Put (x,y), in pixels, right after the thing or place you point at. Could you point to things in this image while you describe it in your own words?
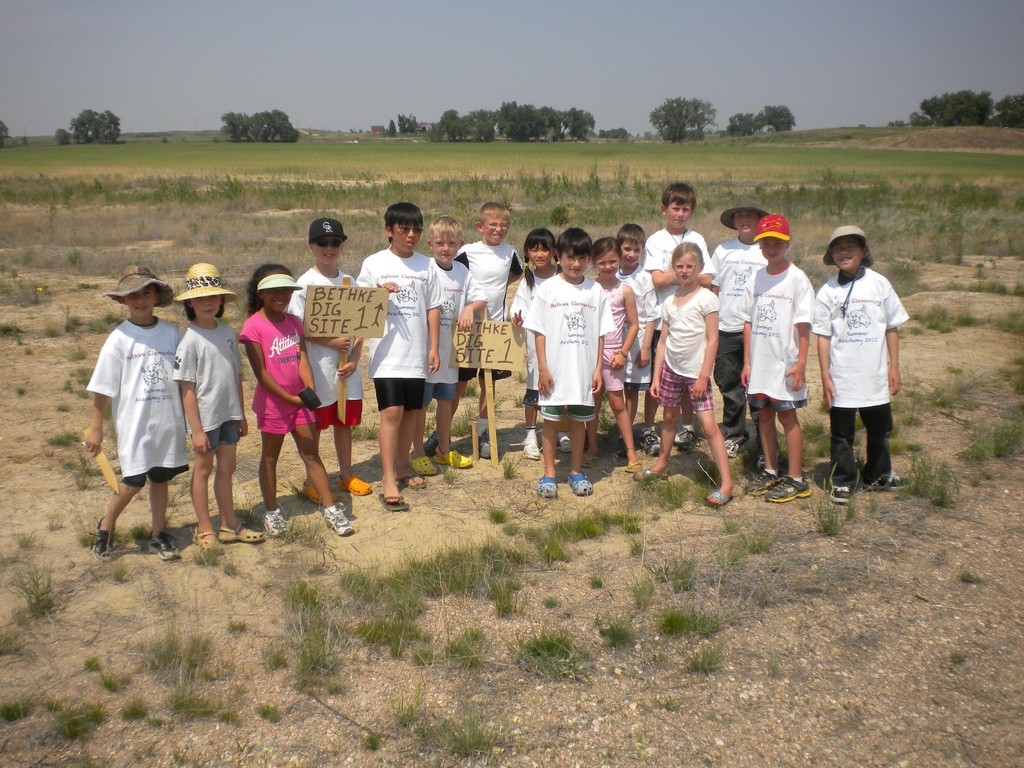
To the bottom of the image (604,620) there is a ground (387,705) with grass (489,560). In the middle of the ground (472,636) there are few boys (140,444) and girls (286,324) standing in the middle of the ground (518,430). Most of them are wearing white t-shirt (386,328) and there are few hats (130,279) on their heads (285,291). Few kids (495,302) are holding the brown board (484,339) in their hands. In the background (171,204) there is a ground (498,156) with grass (368,173) and also in the background (480,123) there are trees (733,123). And to the top of the image (741,63) there is a sky (760,24).
